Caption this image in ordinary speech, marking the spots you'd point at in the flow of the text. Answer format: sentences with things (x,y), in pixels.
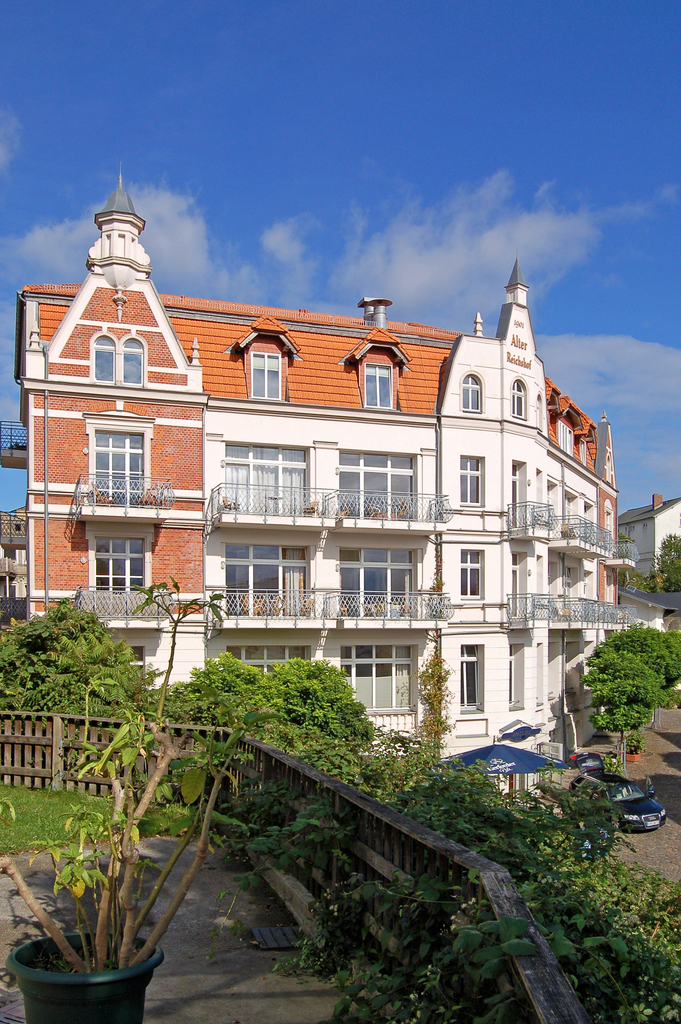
In the middle (356,544) it's a big house (338,540) in white color. On the right side (524,837) few vehicles (594,788) are parked at here and these are the trees (419,764). At the top (349,101) it's a blue color sky (356,99).
